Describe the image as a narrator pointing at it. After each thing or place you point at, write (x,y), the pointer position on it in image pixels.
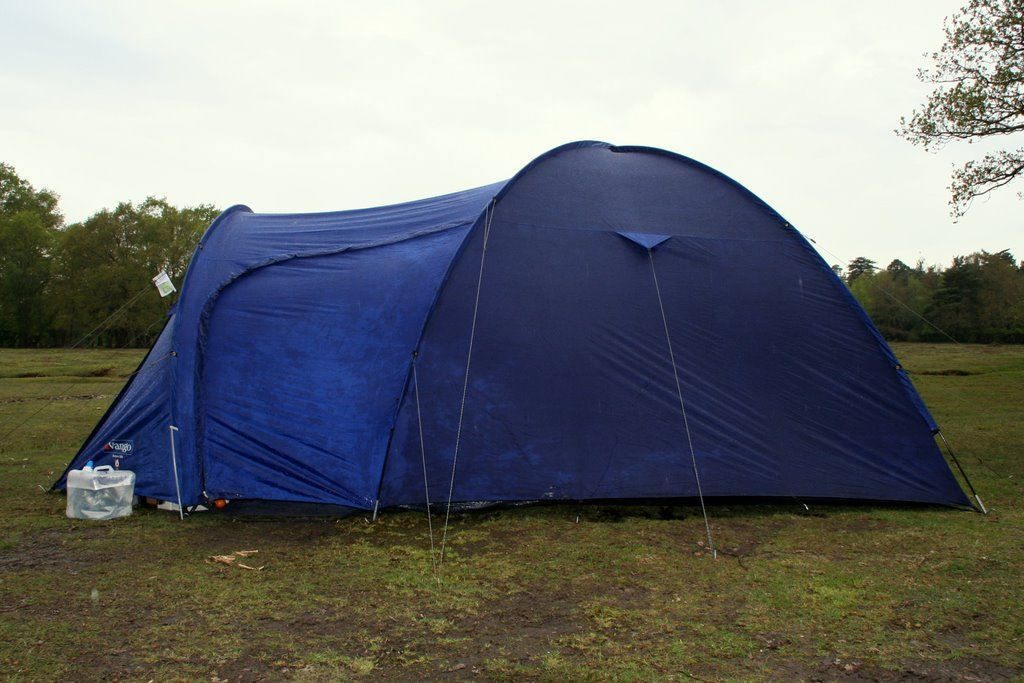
In the picture I can see the camping tent (755,353) in the middle of the image (365,380). I can see a storage box (88,499) on the left side (80,475). I can see the green grass (167,529) at the bottom of the picture (382,585). There are clouds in the sky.
